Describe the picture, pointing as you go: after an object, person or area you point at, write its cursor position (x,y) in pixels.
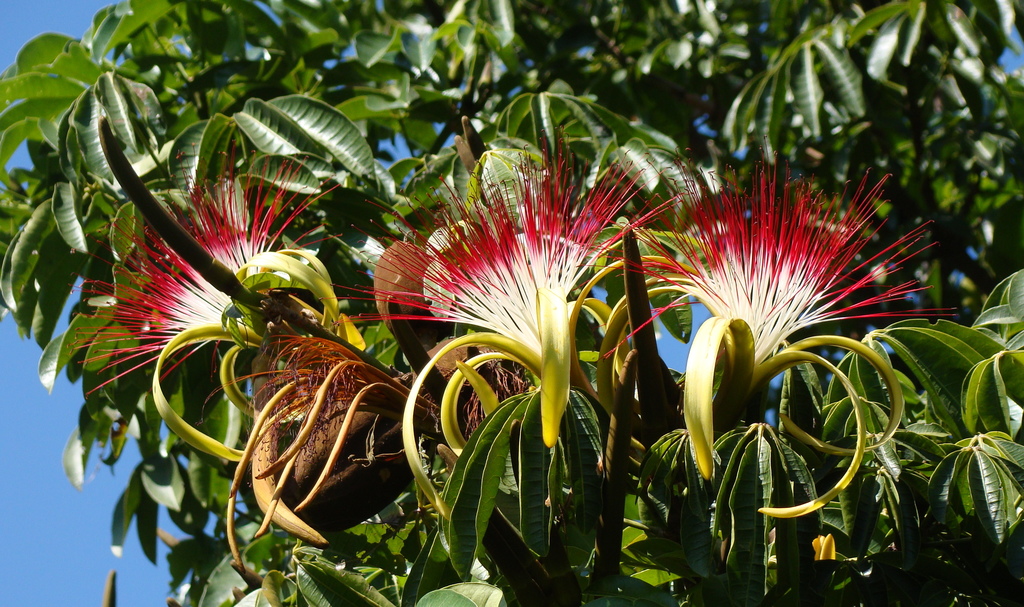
In this image I can see the flowers (355,396) to the plant (551,427). I can see these flowers (458,320) are in red and white color. And there is a blue color background (65,535).
